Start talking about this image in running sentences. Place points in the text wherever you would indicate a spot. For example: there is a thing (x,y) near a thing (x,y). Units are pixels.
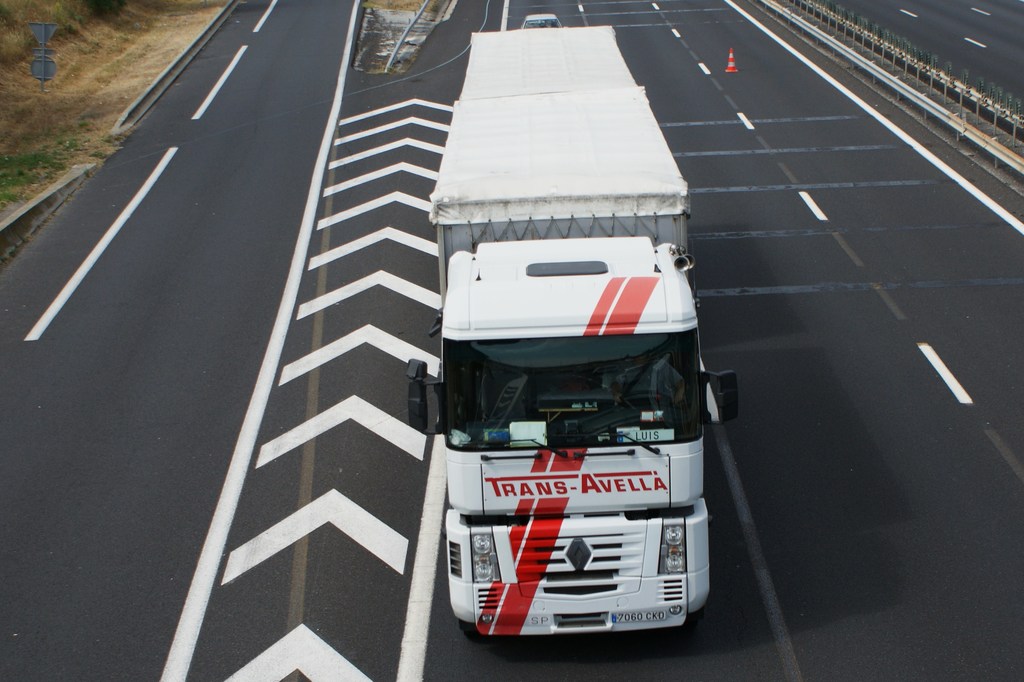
In the picture I can see vehicles (582,344) on the road (238,379). I can also see fence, white color lines (389,429) on the road (219,356), fence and some other things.
